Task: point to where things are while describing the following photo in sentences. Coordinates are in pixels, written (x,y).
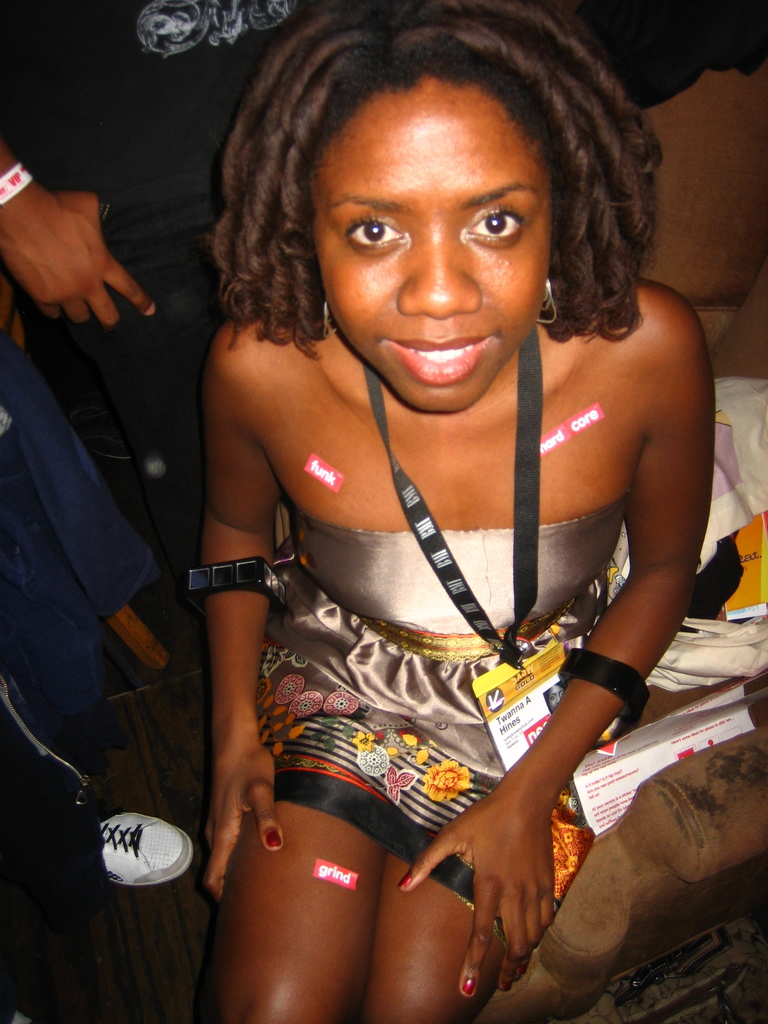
In this image I can see a woman (438,623) sitting on a chair (628,912), smiling and giving pose for the picture. Beside her there are some papers (691,714) and a white color cloth (722,514) are placed. On the left side (117,438), I can see two persons (46,632) are standing.
